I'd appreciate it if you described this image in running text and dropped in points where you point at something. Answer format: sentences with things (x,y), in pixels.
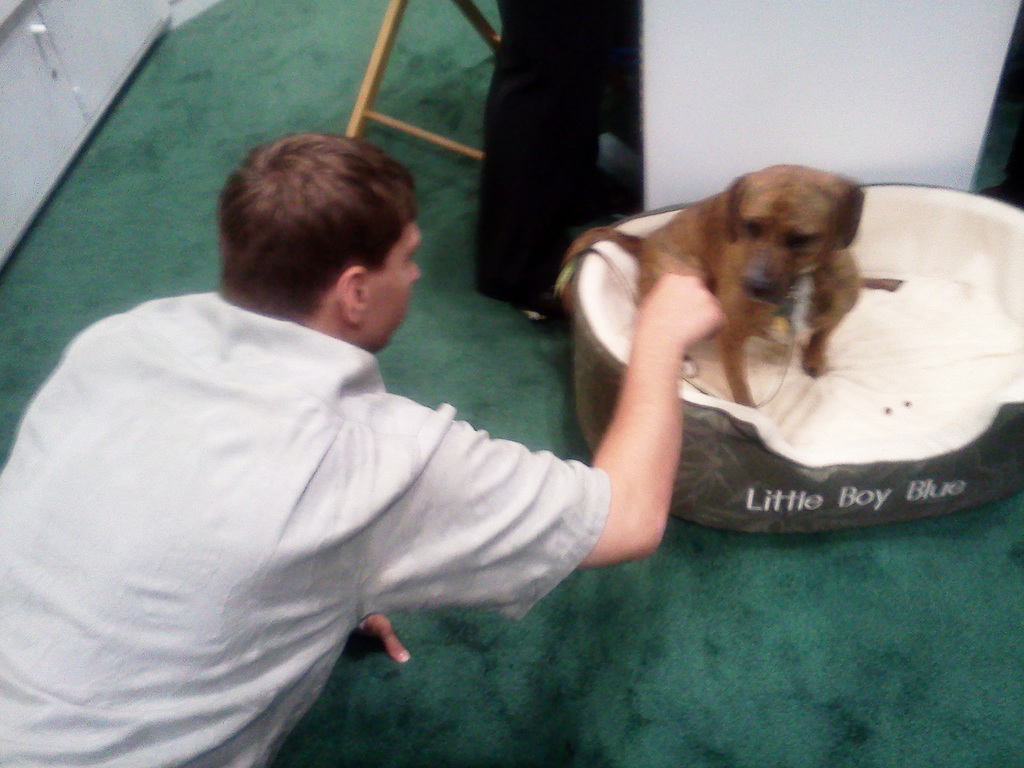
This picture shows a man (405,446) is playing with a dog (742,224), and the dog (760,270) is in the bed (766,355). In the background (56,83) we can see cupboards (55,77).
